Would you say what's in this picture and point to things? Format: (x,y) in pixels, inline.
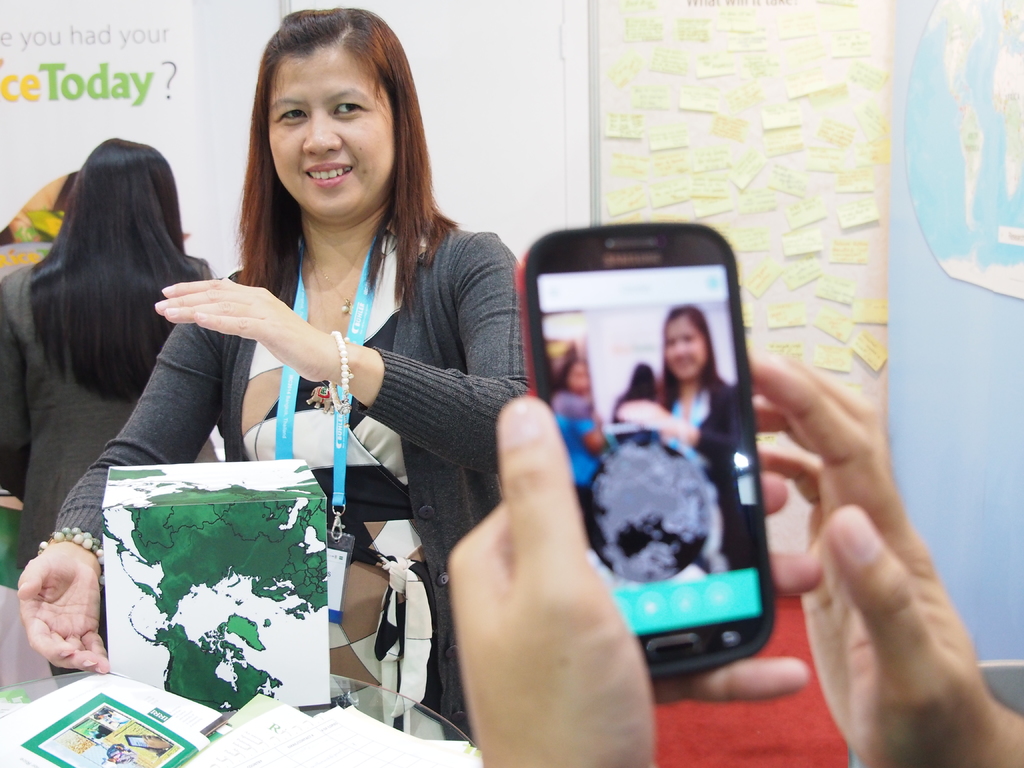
In this picture we can see three person's (308,444), a person (857,688) in the front (843,683) is holding a mobile phone (683,527), a woman (386,349) in the middle (371,370) is smiling, we can see a box (309,575) in front of her, there are some papers (288,736) present on this table (391,720), in the background (665,194) there are some papers (699,101) pasted, we can see some text (712,104) here.
